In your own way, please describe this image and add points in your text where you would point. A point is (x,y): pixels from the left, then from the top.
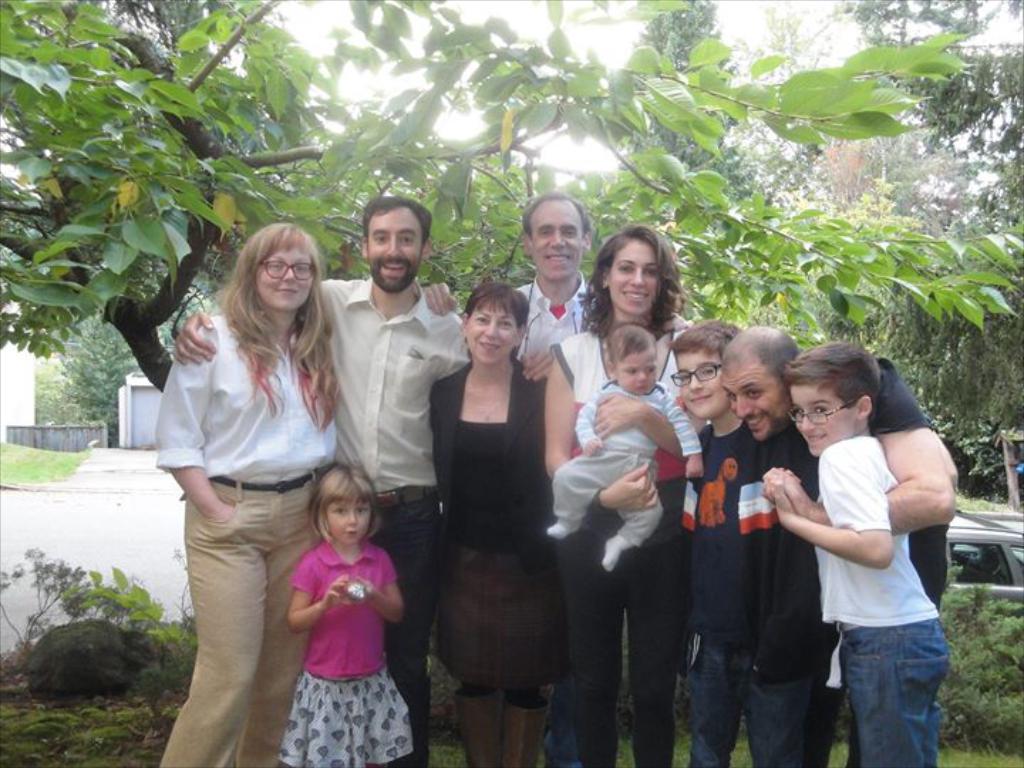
In this image there are group of people (410,475) standing and one woman (665,472) is holding a baby (637,392), and in the background (891,273) there are trees (203,137), houses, wall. At the bottom (960,690) there are some plants (959,673) and grass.
